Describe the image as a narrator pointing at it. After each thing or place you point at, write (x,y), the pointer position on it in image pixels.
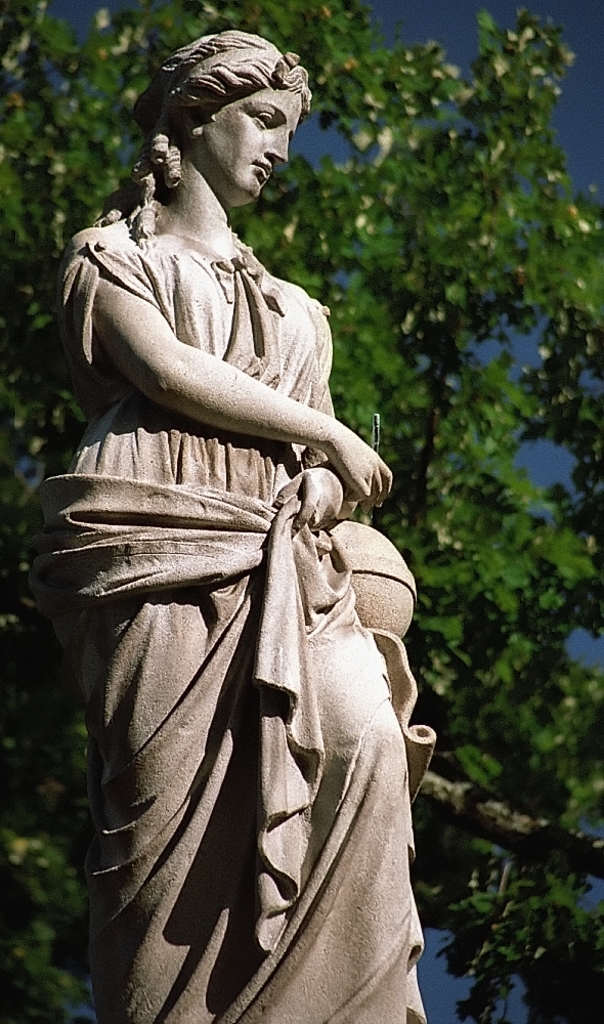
In this image there is a statue (170,357) of a lady (180,309). In the background (357,367) there is tree (57,350) and sky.
